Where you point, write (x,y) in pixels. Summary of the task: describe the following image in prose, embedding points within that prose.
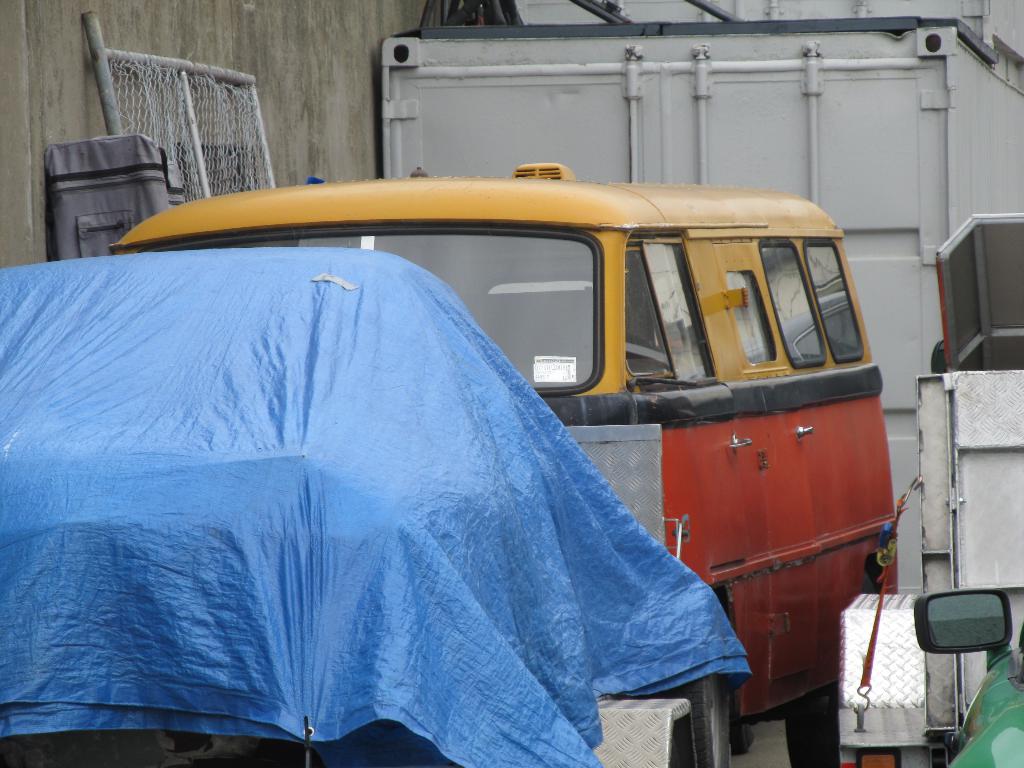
In this picture we can see a few vehicles (422,200). blue sheet (396,396), bags (106,252) and other objects (857,49).
